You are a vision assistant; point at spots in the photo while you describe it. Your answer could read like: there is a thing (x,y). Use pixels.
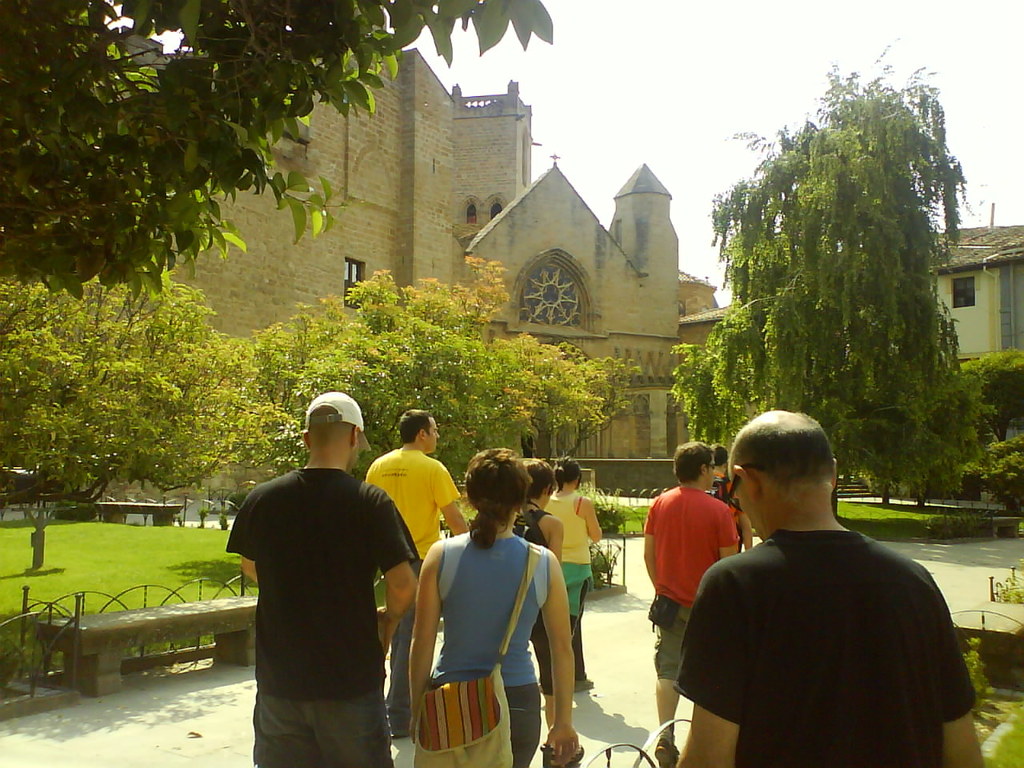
In this picture we can see a group of people (436,628) on a path (161,700), bags (476,767), cap (314,423), benches (231,640), grass (223,594), trees (866,392), buildings (590,288) with windows (550,266), fences (608,759) and in the background (610,112) we can see the sky (602,99).
